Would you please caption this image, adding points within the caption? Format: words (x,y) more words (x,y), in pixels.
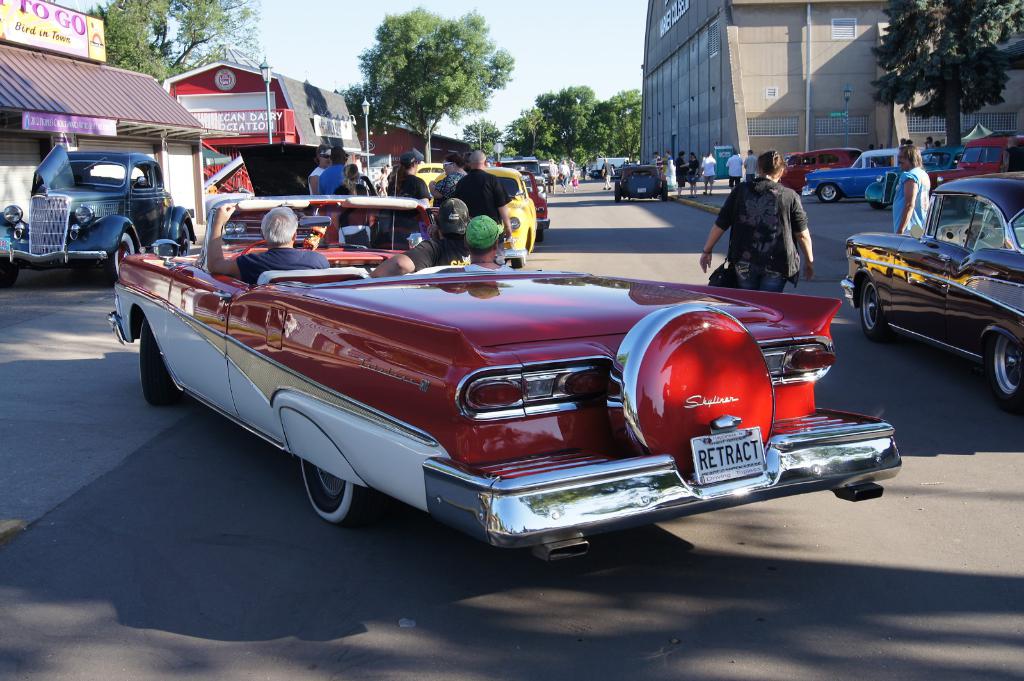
This is a picture taken in the outdoors. On the road (567,200) there are cars (694,497) are parked and some people (318,260) are sitting in cars (379,259) and some are standing on the road (693,252). Behind the cars (405,217) there are shops (202,154), trees (484,138), building (787,68) and sky (560,56).
